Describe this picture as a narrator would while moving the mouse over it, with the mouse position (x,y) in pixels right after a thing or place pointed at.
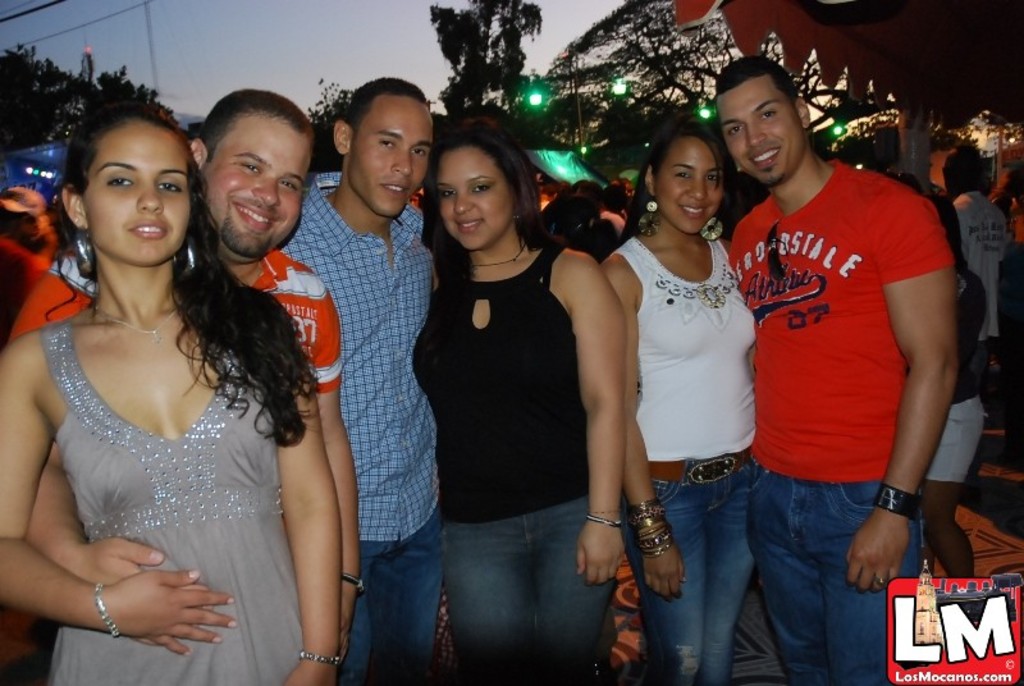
In this image I can see a group of people (391,426) standing. In the background (62,96), I can see the trees (463,97), lights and the sky (254,47).
